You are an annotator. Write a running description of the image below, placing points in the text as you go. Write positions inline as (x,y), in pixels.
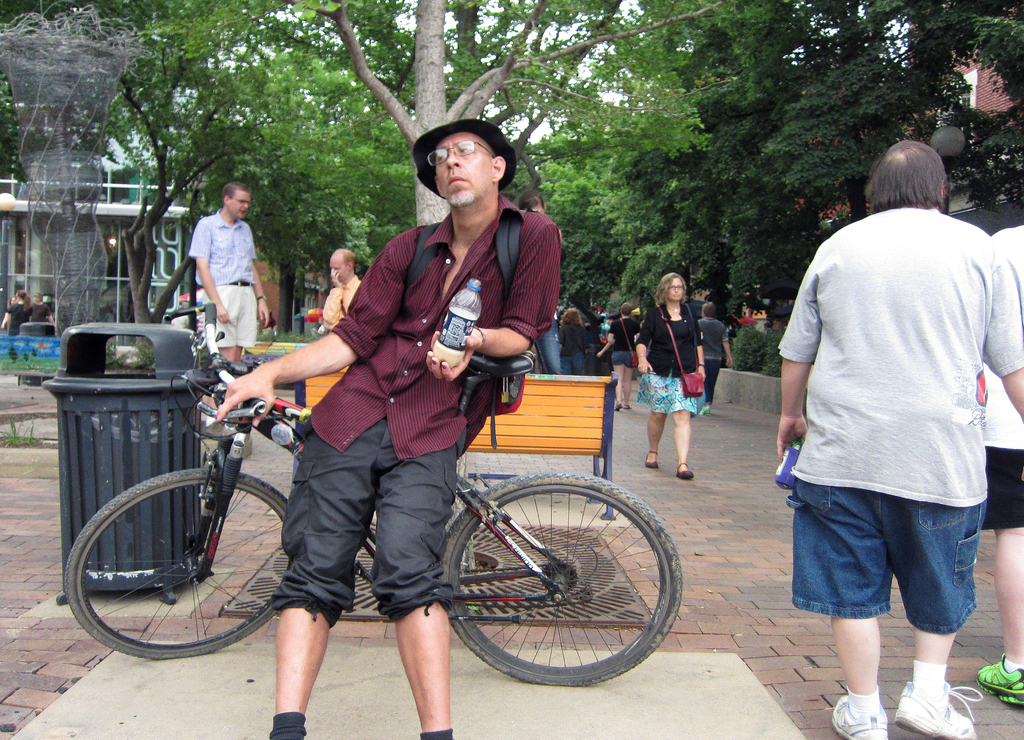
The person (409,308) wearing red shirt (413,323) is holding a bottle (458,333) and sitting on a bicycle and there is a group of persons (809,407) and trees (615,131) in his background (594,146).
